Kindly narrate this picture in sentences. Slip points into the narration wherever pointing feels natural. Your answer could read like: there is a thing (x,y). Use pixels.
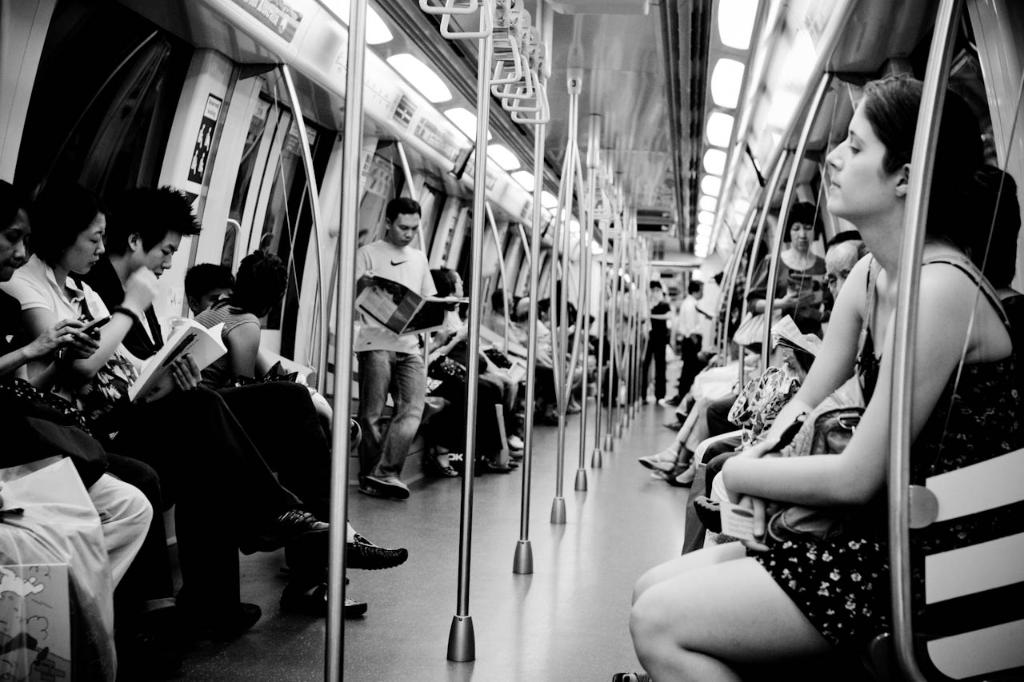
this is a train (963,45) with all travelling passengers (139,256) in it. here we can see a woman (940,221) seated and we can see another woman (232,598) seated and reading a book (219,331) and we can see a person (374,264) standing and reading a newspaper (388,323) and we can see couple of people (690,305) standing.
